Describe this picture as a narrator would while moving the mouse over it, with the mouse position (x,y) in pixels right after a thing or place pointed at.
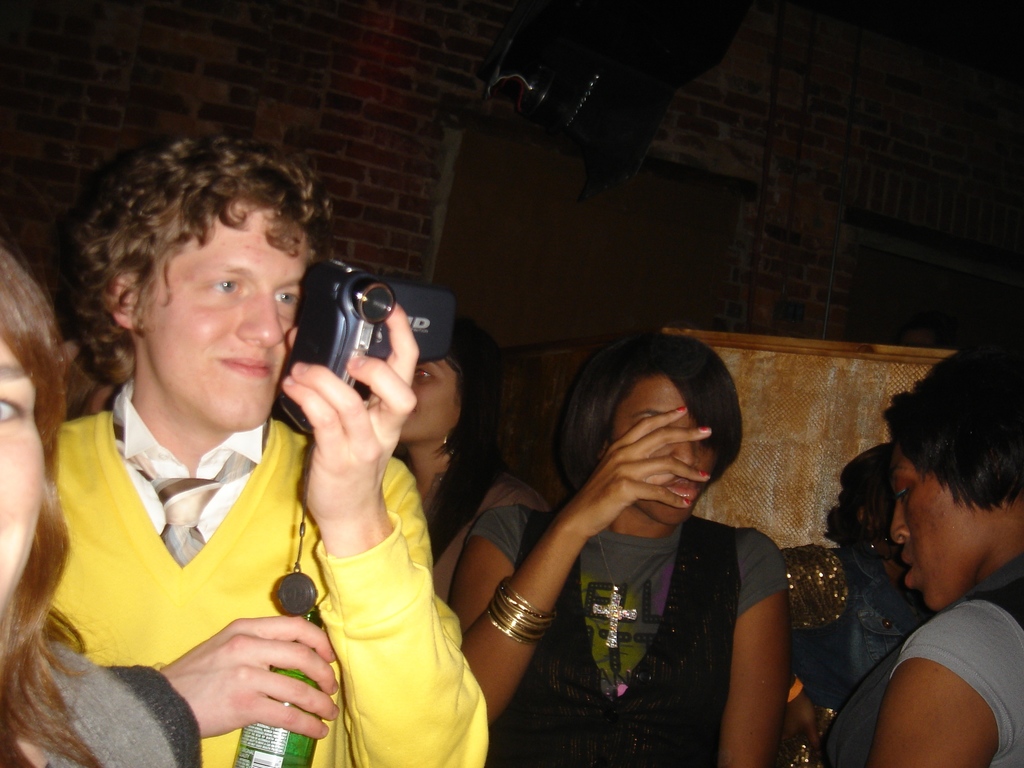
In this image I see a man (247,284) who is holding a bottle (288,739) and a camera (315,310) in his hand (369,447), I also see that there are few people (25,703) around him.
